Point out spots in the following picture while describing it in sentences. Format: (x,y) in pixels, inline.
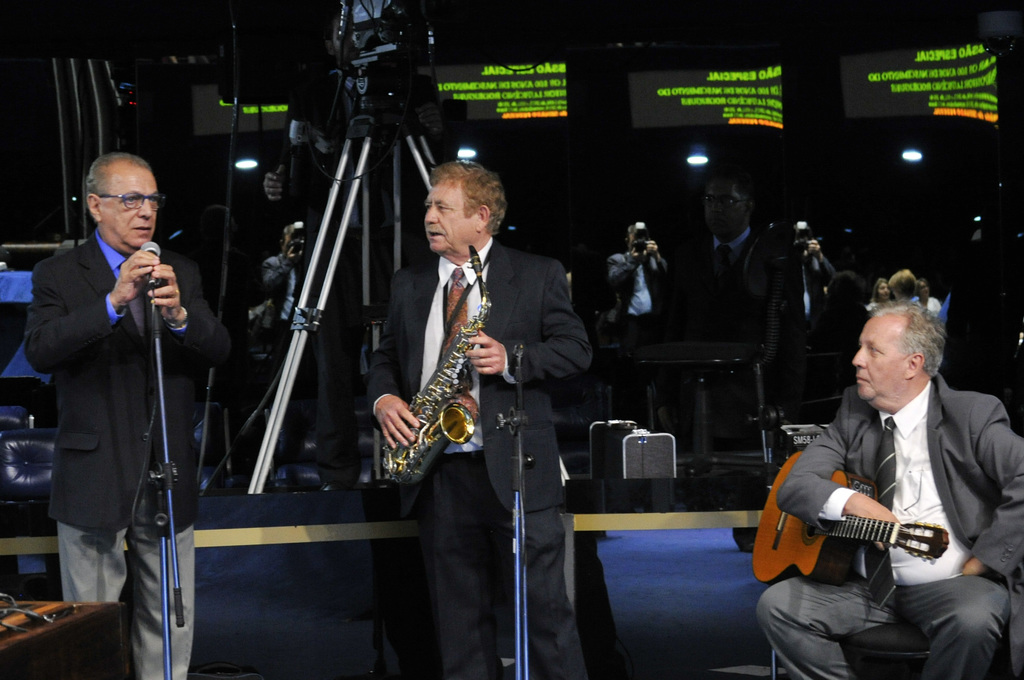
In this picture i could see three persons (503,386) performing musical performance. In the right corner (864,502) one is holding guitar (895,527) in the middle (480,423) one is holding saxophone (416,415) and in the left (144,324) the person (141,330) is holding a mic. In the background (620,219) i could see the mirror (643,217), in the mirror (654,217) i could see some persons (652,261) taking a picture with camera (637,248).
